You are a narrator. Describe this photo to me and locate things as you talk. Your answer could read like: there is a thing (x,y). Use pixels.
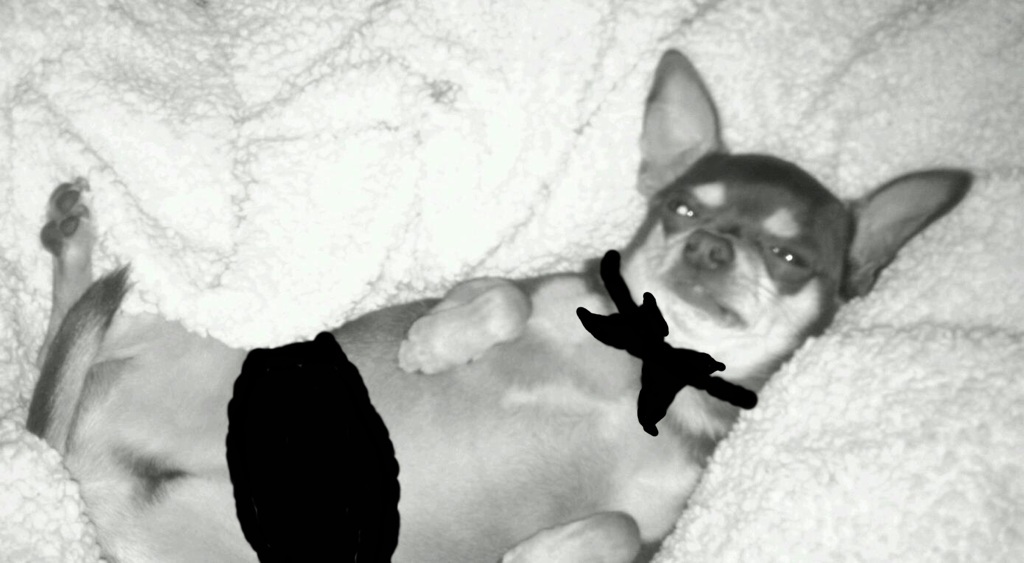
In this image we can see a dog (537,366) lying on a white object (812,464). There are some black animated marks (337,447) on the dog (388,406).
